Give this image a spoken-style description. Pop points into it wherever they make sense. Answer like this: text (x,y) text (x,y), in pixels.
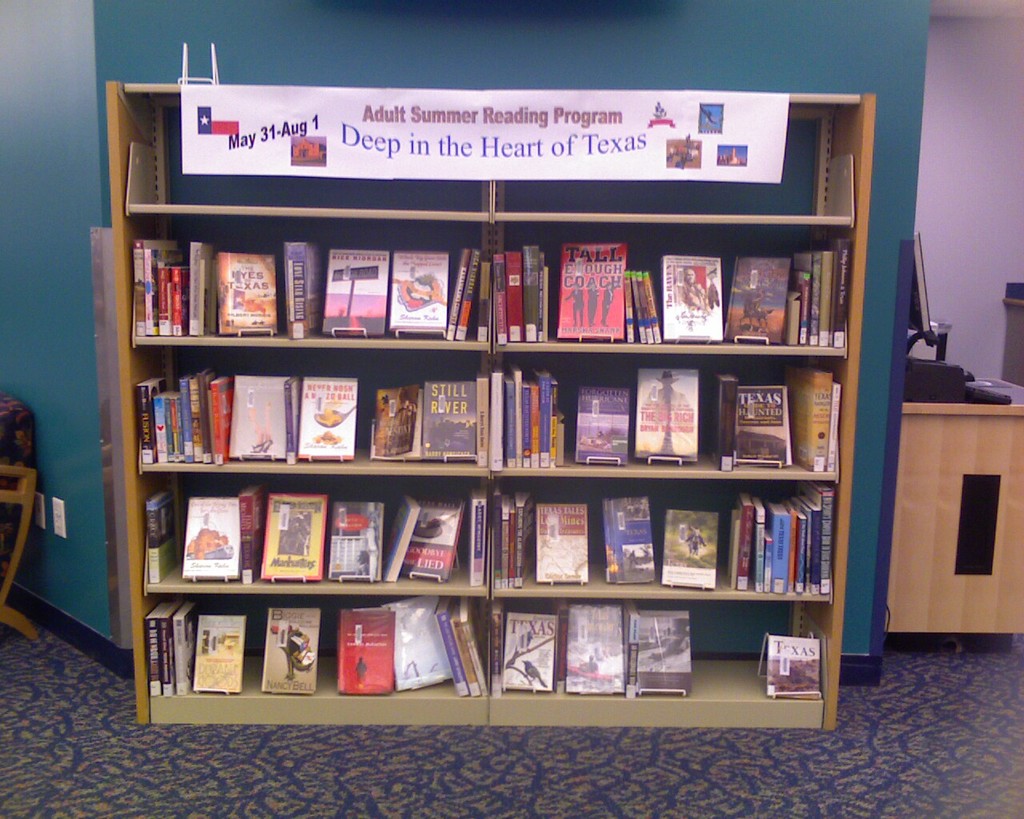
In the picture we can see a book rack (722,699) with full of books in it and some poster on the top of it and written something on it and behind it, we can see a wall (82,587) which is blue in color and beside it, we can see a desk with monitor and on the other side, we can see a part of the chair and on the floor (121,780) we can see a floor mat (209,757) which is blue in color with designs (23,687) on it.
